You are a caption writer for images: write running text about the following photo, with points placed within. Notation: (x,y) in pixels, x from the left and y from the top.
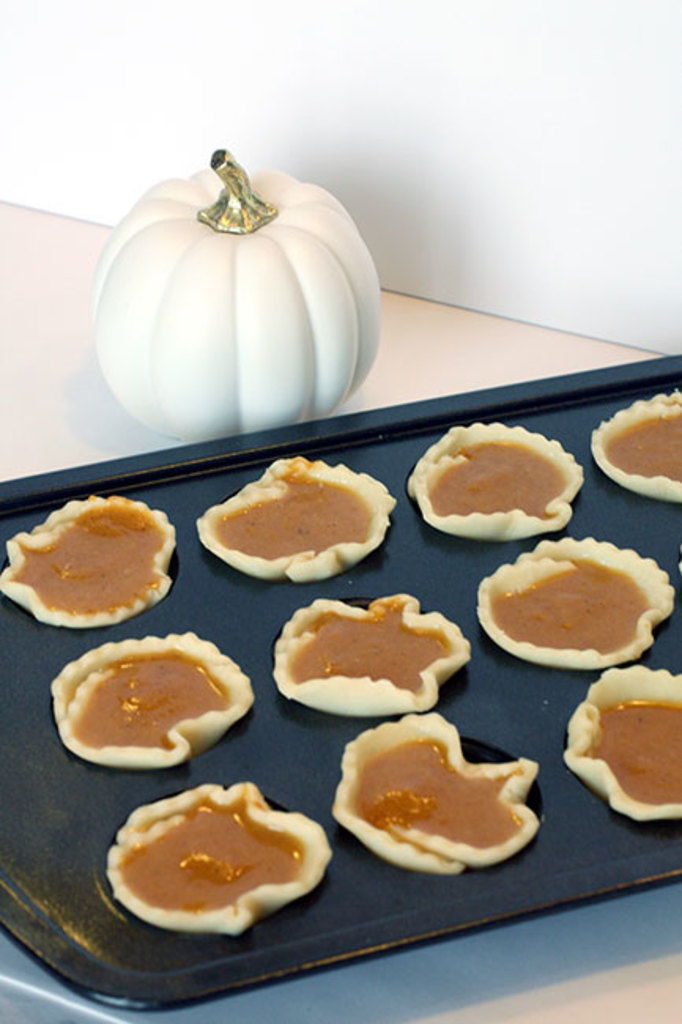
In this image there is a table (624,1018), on that table (381,978) there is a plate (681,359) in that plate (278,457) there are food items (231,533).
